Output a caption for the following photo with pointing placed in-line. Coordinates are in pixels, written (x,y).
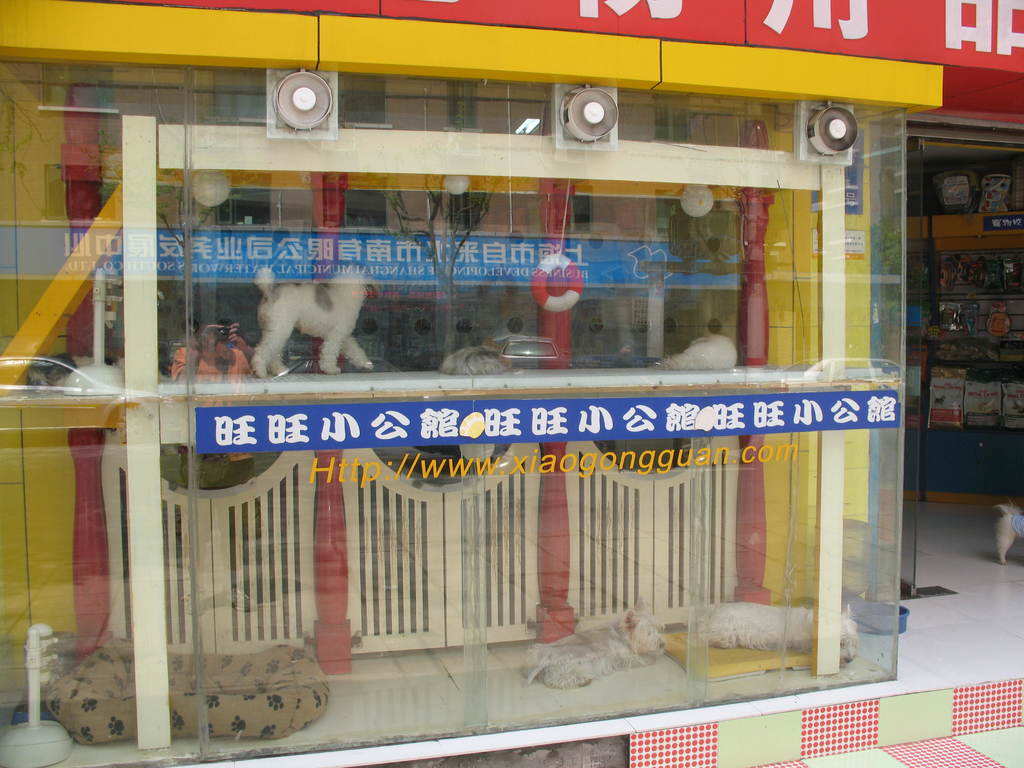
In this image, this looks like a pet shop (742,368). I can see a dog (350,318) standing. This looks like a pillar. This is a glass door (450,453). I can see the reflection (213,341) of the man (246,375) holding a camera (231,332). This looks like a car (57,390). At the top of the image (839,41), that looks like a name board (992,26). On the right side of the image (929,302), I think this is the entrance (929,213). Here is a small animal (1008,540). I can see two dogs (747,630) sleeping.
